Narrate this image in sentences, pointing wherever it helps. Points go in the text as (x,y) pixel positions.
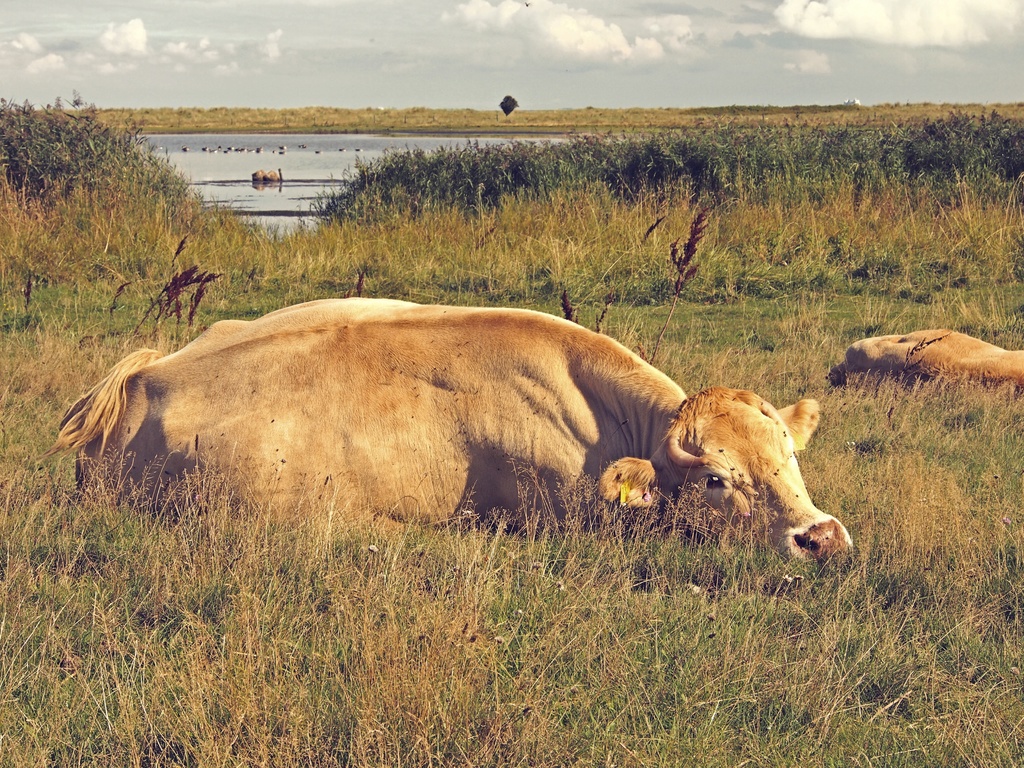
In this picture, we see two cows (675,432) are sitting in the field (544,539). At the bottom of the picture (564,706), we see grass (427,677). Behind the cows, we see field crops (622,207). Behind that, we see water (281,195) and this water (277,150) might be in the pond (238,159). In the background (527,127), we see the grass (639,123). At the top of the picture (549,106), we see the sky (394,26) and the clouds (653,48).
